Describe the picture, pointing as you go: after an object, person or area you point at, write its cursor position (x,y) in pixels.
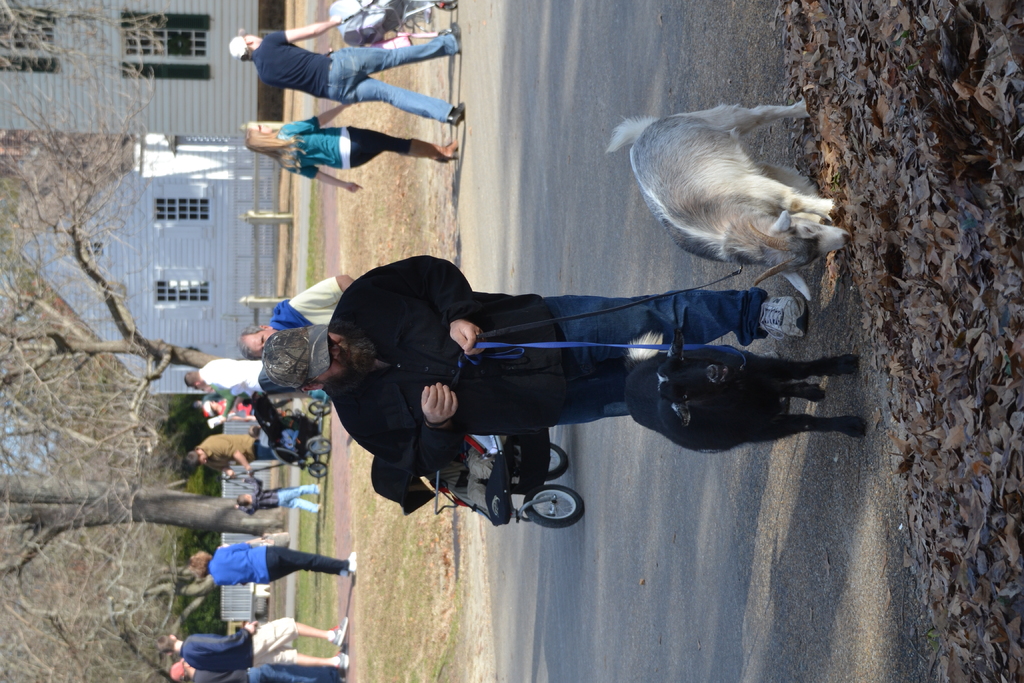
This rotated image is clicked on the road (679,567). In the center (511,352) there is a man (447,354) standing. He is holding leashes (635,304) in his hand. There are animals (716,350) to the leashes (551,323). Behind the person (535,361) there are many people (347,83) walking. To the left (177,247) there are buildings (167,320) and trees (128,546). To the right (898,383) there are dried leaves (947,384) on the ground (952,443).
